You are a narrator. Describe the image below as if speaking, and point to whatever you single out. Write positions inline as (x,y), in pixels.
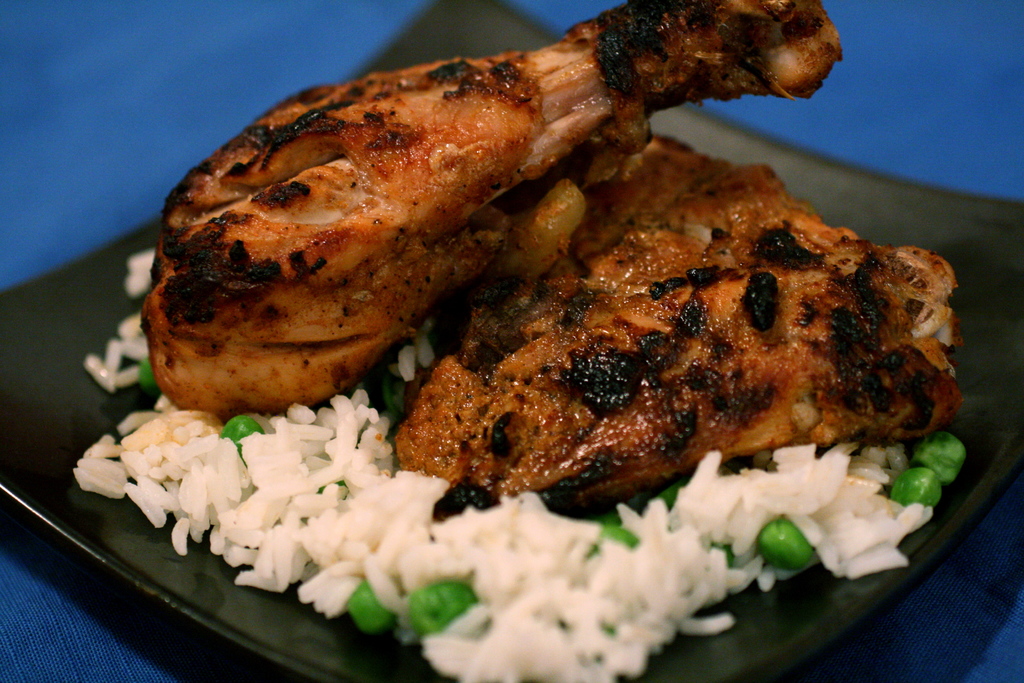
In this image we can see food (795,308) placed on a plate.
